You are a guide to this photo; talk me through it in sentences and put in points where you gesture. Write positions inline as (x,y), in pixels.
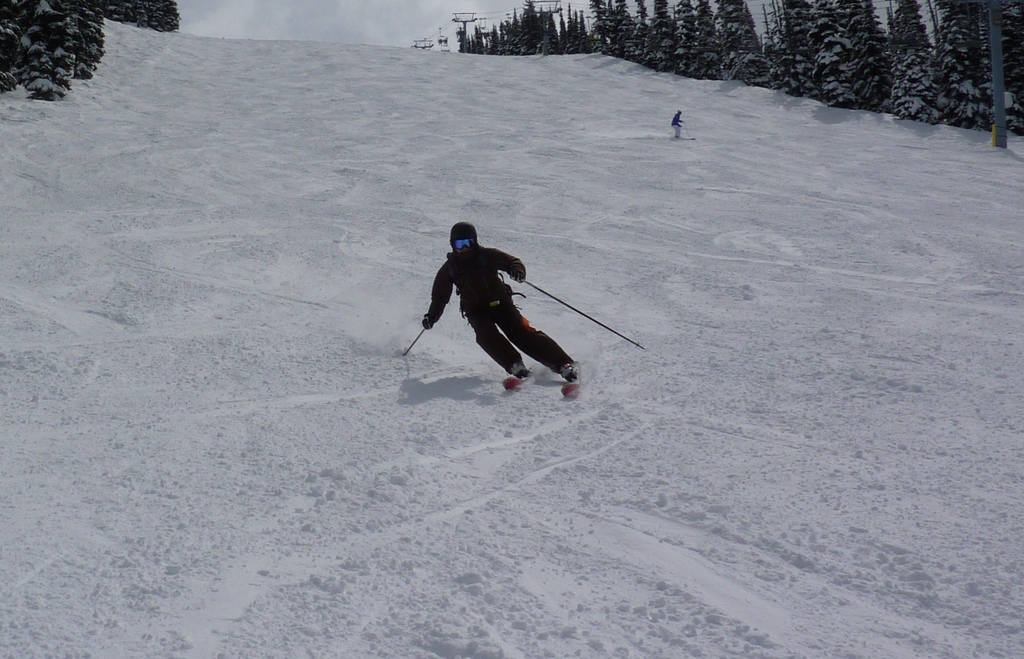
There are two persons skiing in snow (593,327) and there are trees (57,64) covered with snow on either sides of them.
